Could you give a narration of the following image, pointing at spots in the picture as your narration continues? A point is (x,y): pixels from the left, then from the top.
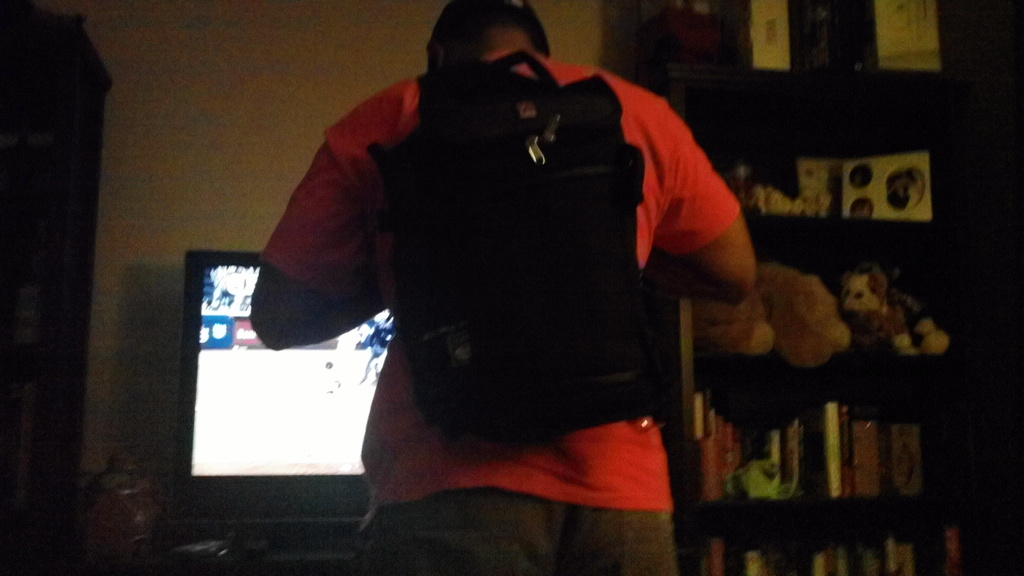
In the image there is a person (524,130) in the foreground (501,363), behind the person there is a television (310,449) and on the right side (744,470) there is a cupboard (803,373), there are many objects (834,435) kept on the shelves (850,358) of the cupboards (803,242), in the background (204,101) there is a wall (273,50).
